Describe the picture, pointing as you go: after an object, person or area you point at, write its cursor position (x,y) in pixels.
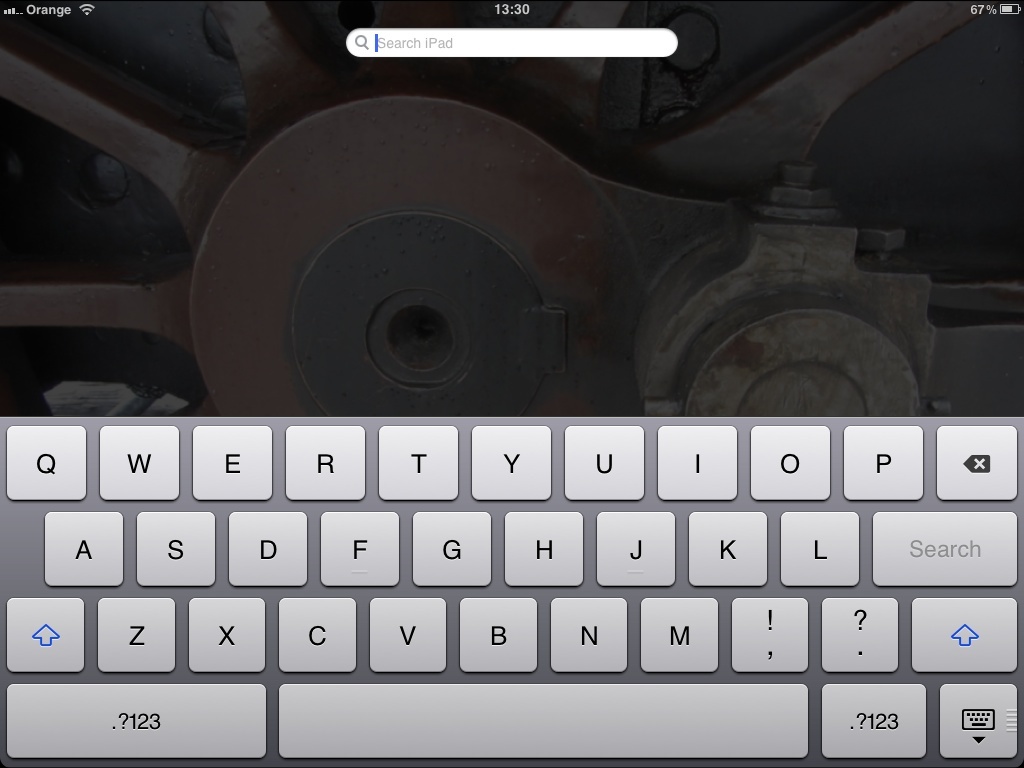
The image is of a screen (425,197). On the screen (575,565) there is keyboard (470,580), search bar (468,36).
